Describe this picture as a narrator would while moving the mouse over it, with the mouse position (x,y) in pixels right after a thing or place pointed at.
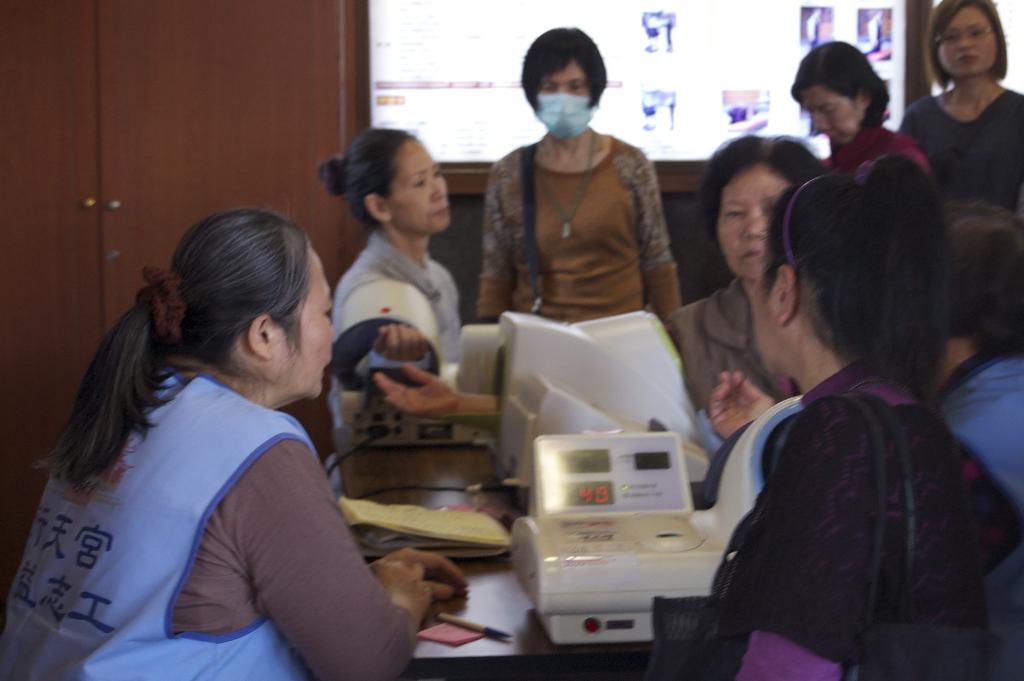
In this image there are some machines (579,472), book (435,521), paper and pen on the table (485,606), and at the background (334,11) there are group of persons (340,313) standing, screen (468,130), cupboard (322,96).
